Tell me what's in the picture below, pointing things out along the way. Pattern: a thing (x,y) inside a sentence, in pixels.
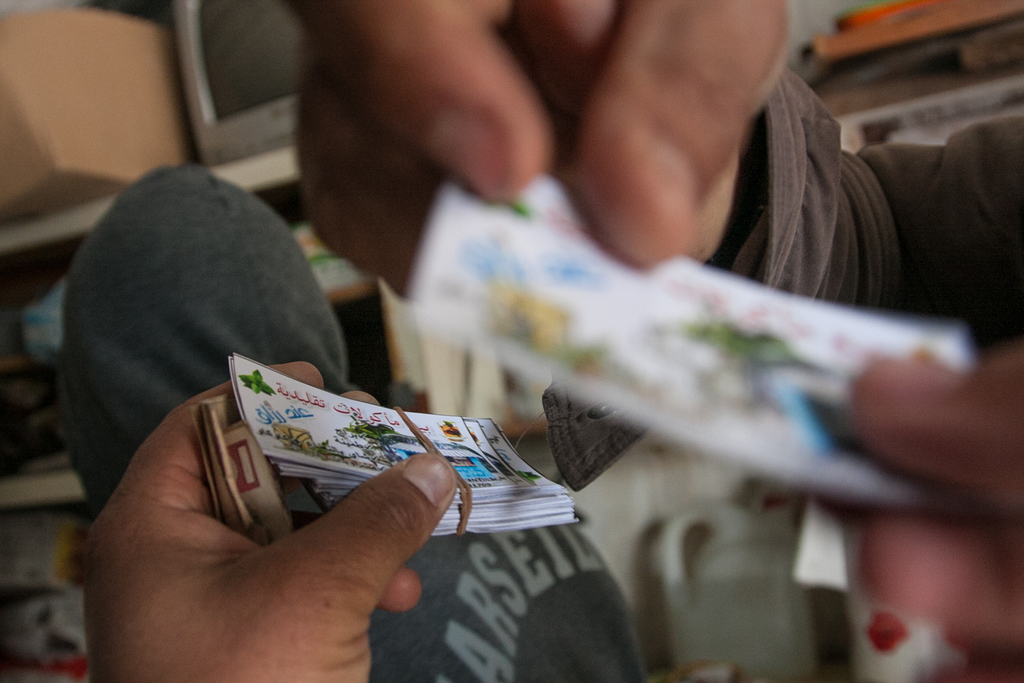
In this image, we can see a person (942,460) holding some cards (494,445) and in the background (113,140), we can see a computer (196,32) and a carton box (163,117).
